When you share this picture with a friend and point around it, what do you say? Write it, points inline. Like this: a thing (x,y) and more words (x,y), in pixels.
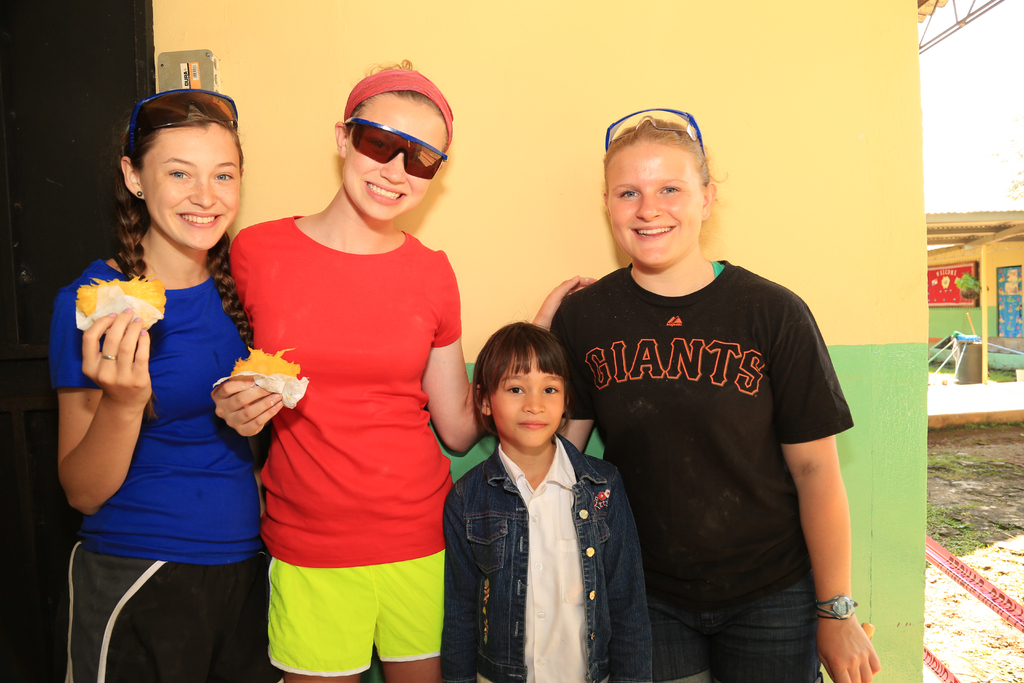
In this image we can see four girls (275,319) standing and smiling. We can also see the two girls (331,318) holding the food (277,359). In the background (811,83) there is a plain wall (568,119) and also the door (85,133). On the right (978,287) there is shed (987,231) and also the frame (945,281) attached to the wall (947,322). We can also see the ground (961,544).
